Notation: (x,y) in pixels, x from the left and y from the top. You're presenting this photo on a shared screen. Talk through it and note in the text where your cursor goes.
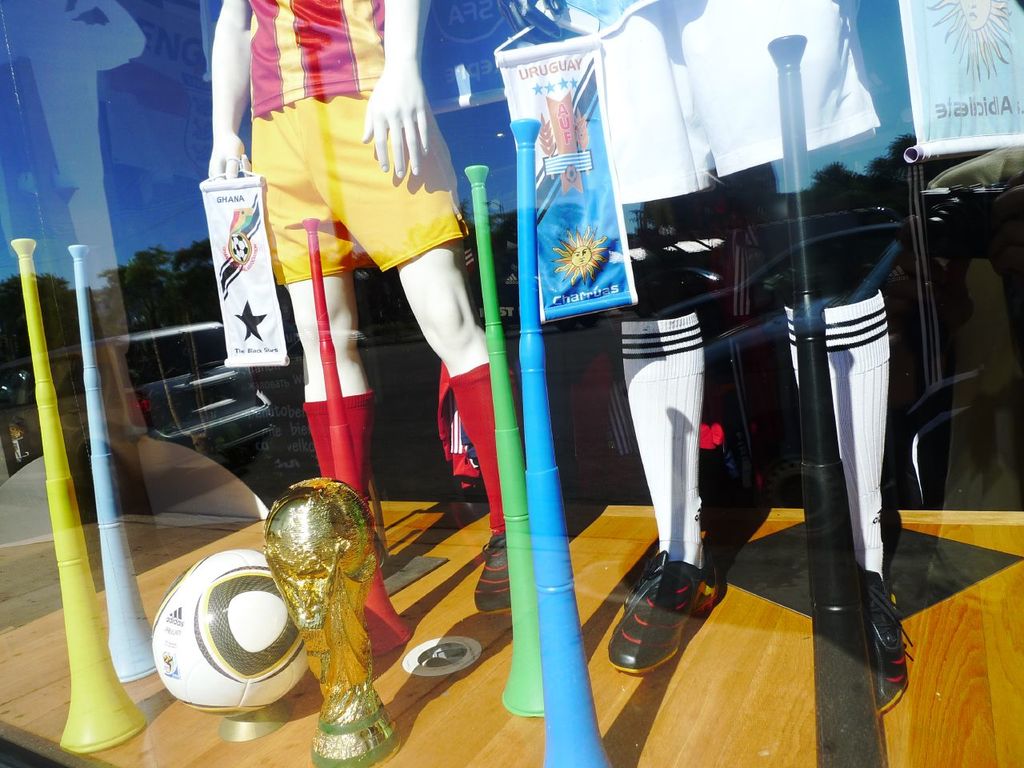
In this image I can see two mannequins (346,282). One of the mannequin (366,255) is dresses with red and yellow colored dress (328,117) and the other is dresses with white and black dress (680,128). I can see a award (366,574) which is gold in color, a ball (240,633) which is white and black and few other objects (79,309). On the brown colored surface (462,692).
